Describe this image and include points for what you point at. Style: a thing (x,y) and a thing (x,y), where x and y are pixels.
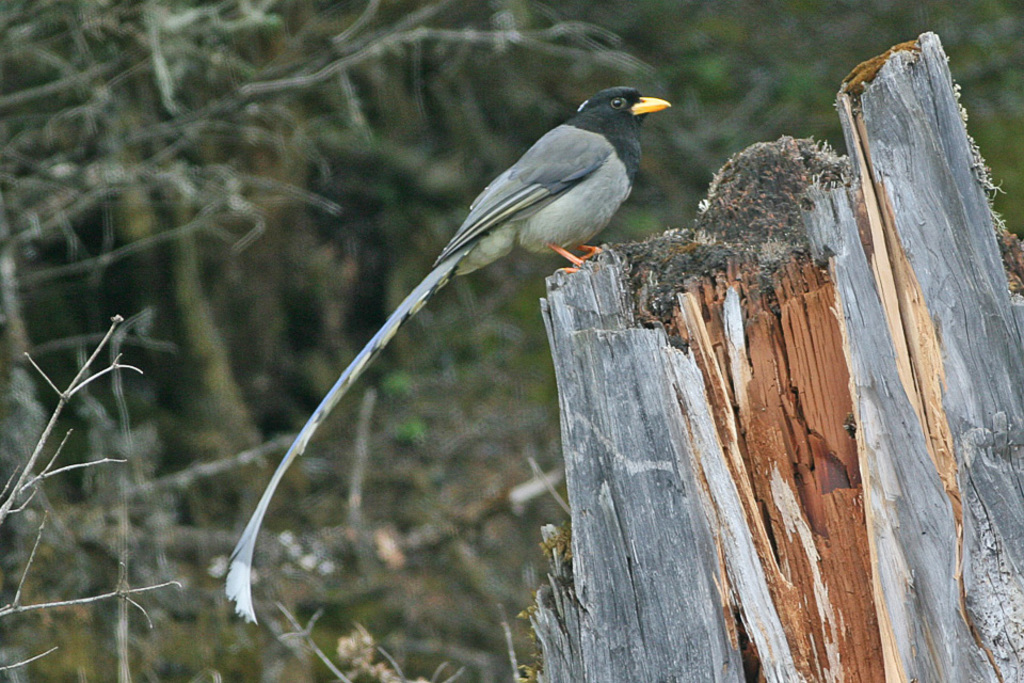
In this picture we can see a bird (505,226) on the wooden platform (579,285). In the background of the image (620,77) it is blurry.
